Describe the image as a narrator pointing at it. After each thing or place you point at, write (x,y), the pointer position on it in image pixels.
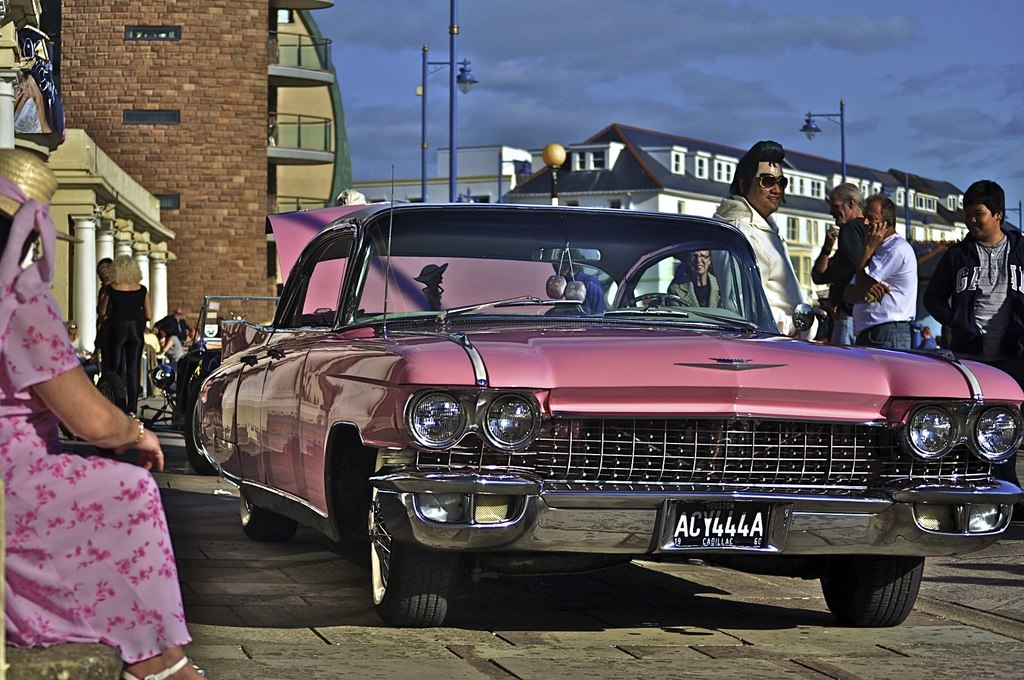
In this image I can see a car (618,372) which is pink in color on the ground (682,566) and I can see a man (765,277) wearing white dress (764,260) is standing beside the car (744,295) and to the left side of the image (117,518) I can see a woman (82,527) wearing pink dress (3,353) is sitting. In the background (996,305) I can see few other persons (900,265) standing, few buildings (496,196), few street light poles (805,134) and the sky (684,71).
